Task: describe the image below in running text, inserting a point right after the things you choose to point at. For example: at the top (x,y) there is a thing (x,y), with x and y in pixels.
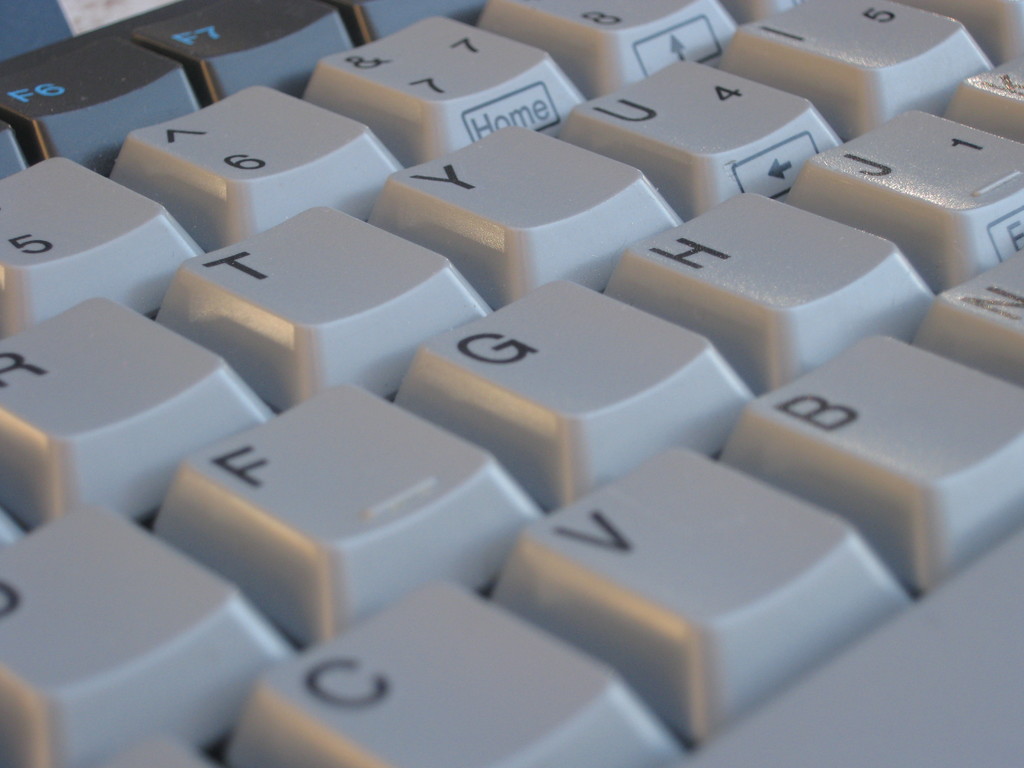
In this image there is a keyboard (524,496) having few keys (473,236). On the keys (277,454) there is some text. Some keys (295,480) are in white color. Left top few keys (327,16) are in black color.
